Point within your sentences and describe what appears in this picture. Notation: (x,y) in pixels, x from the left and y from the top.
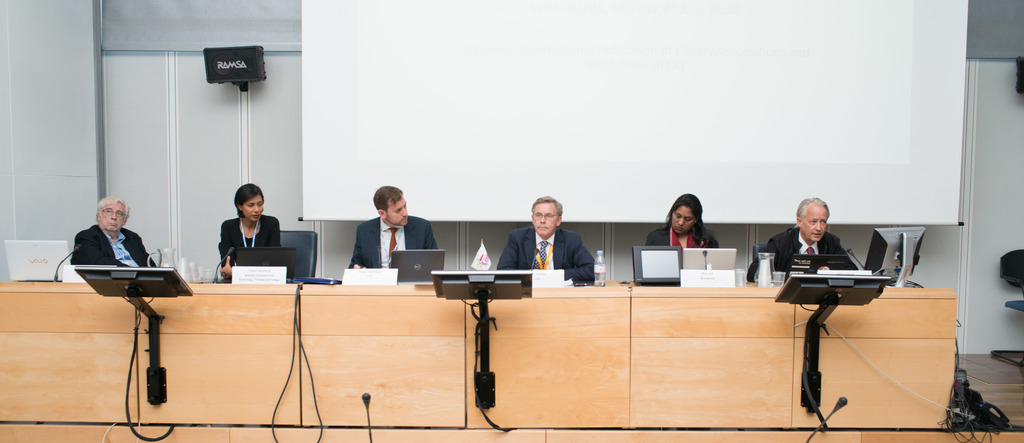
In this image we can see many persons (690,234) sitting at the table (28,404). On the table (22,300) we can see laptop's (31,258), mic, water bottle (601,259) and flag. In the background (494,248) we can see speaker (207,61), screen (581,83) and wall (247,140). At the bottom of the image (842,298) we can see mics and screens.
